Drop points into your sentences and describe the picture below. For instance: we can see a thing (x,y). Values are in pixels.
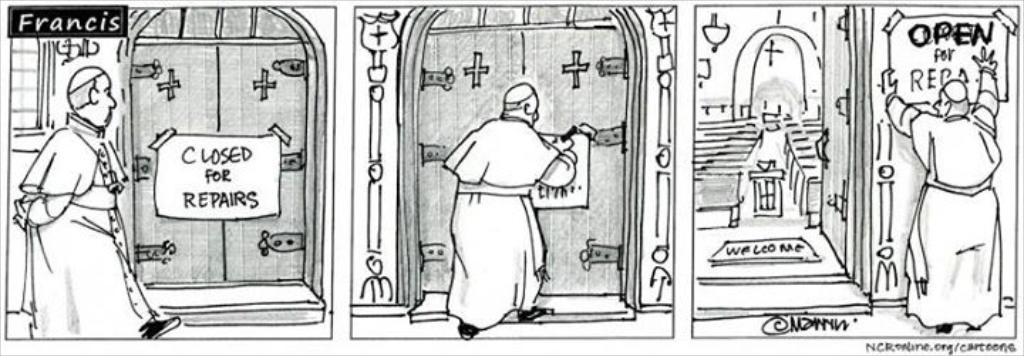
In this image, we can see a sketch (370,240). Here we can see three images (536,223). A person (76,229) is viewing in all the images (407,261). Here we can see doors (282,159), banners (186,168), wall (881,216), few objects (768,187). Right side (923,350) bottom, we can see some text (957,343). Left side (56,29) top corner, we can see a watermark (75,25).
